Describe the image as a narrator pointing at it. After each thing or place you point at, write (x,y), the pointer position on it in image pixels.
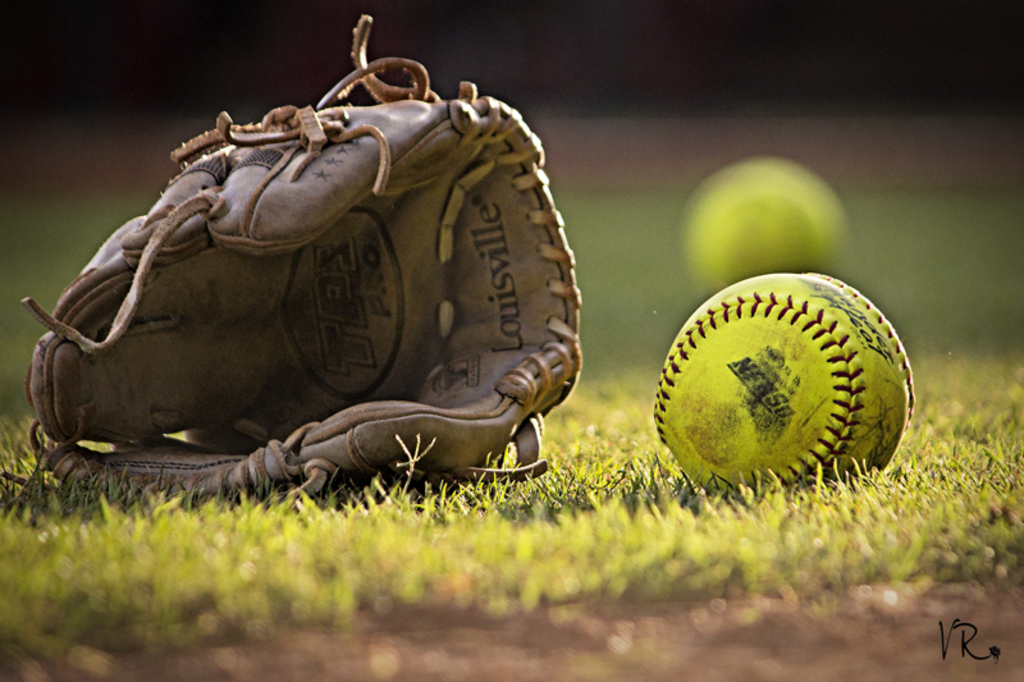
In this image I can see grass ground (602,421) and on it I can see two green colour balls (774,175) and a baseball glove (139,331). I can also see something is written on the glove (407,195) and on the bottom right side of the image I can see a watermark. I can also see this image is little bit blurry in the background (493,90).
